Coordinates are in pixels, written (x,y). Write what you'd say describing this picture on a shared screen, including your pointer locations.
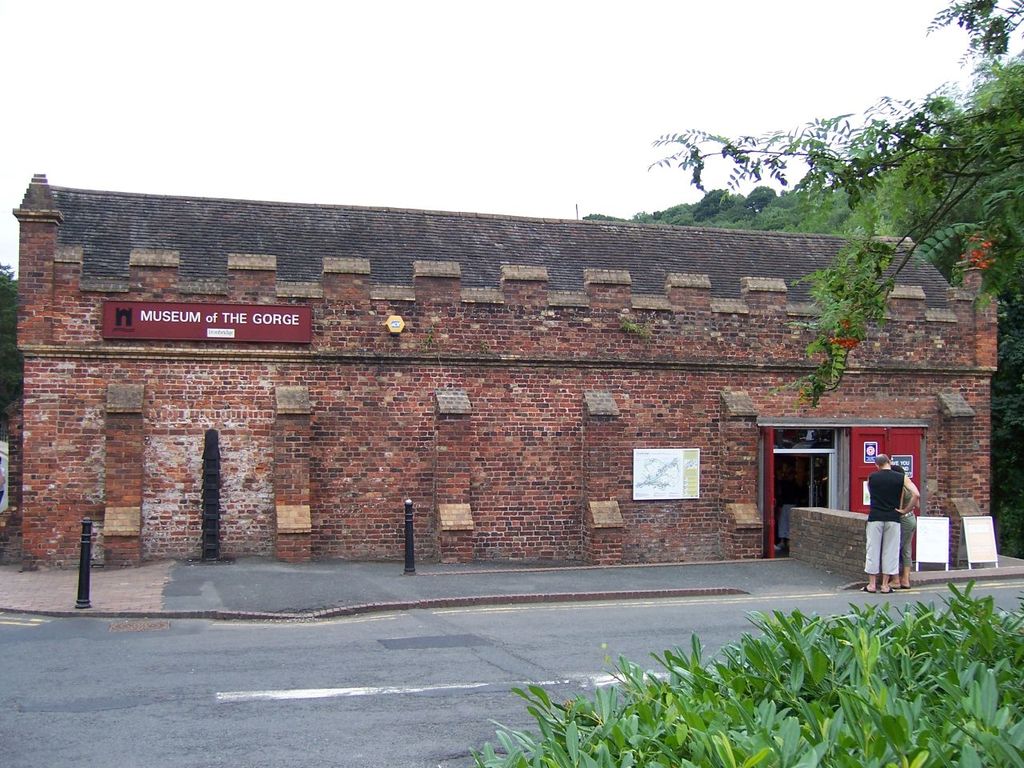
It is the museum (478,439) on the right side (882,548) a man (886,560) is standing he wore black color t-shirt (895,509), this is the road (430,660), on the right side (953,126) there are trees (965,120). At the top (481,90) it is the sky (400,99).
